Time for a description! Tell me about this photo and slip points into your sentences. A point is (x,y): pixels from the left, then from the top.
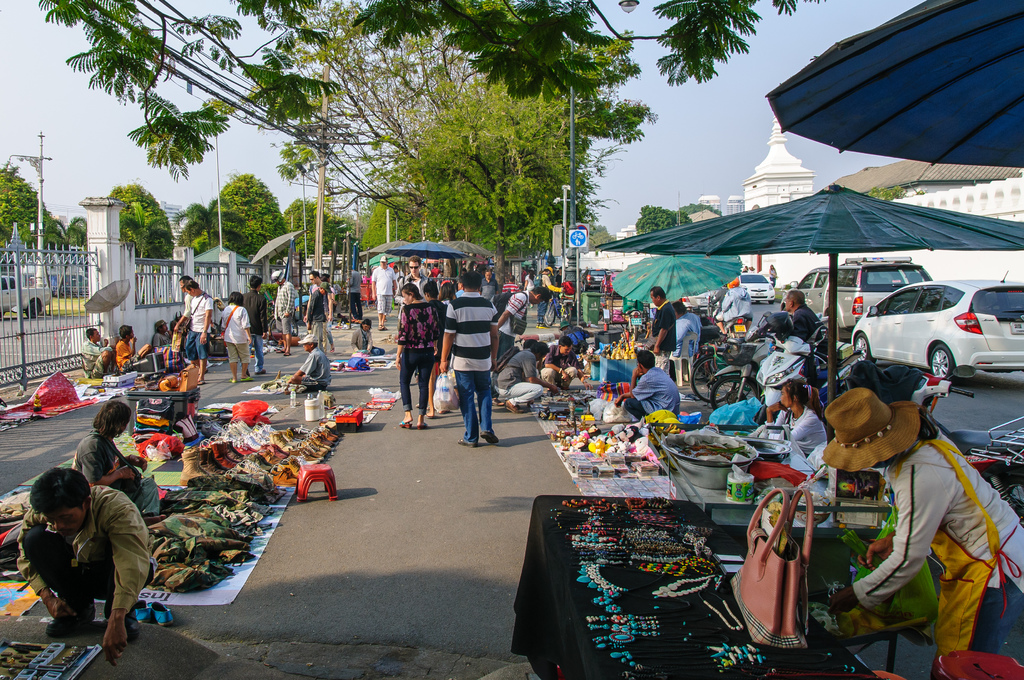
In this picture there are few clothes (230,496) and footwear (280,432) placed on the road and there are two persons (122,474) sitting beside it and there is a woman (914,551) standing and there is a table (693,604) in front of her which has few jewels (689,589) on it and there are few persons (419,281), vehicles (714,320), trees (416,225) and buildings (732,209) in the background (641,218) and there is a gate (72,315) and a fence wall (159,275) in the left corner (80,300).
